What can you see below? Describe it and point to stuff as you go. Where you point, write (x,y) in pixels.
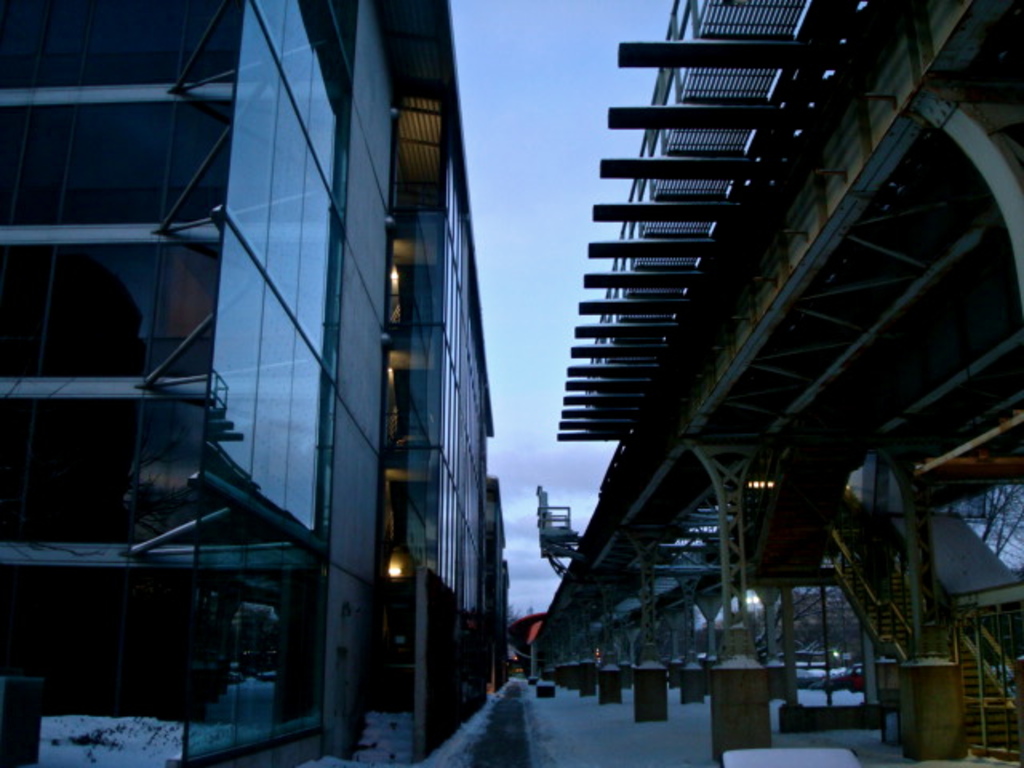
In this image we can see buildings (426,380), staircase (980,722), railings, snow (590,720) on the road (513,723) and sky (533,266) with clouds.
